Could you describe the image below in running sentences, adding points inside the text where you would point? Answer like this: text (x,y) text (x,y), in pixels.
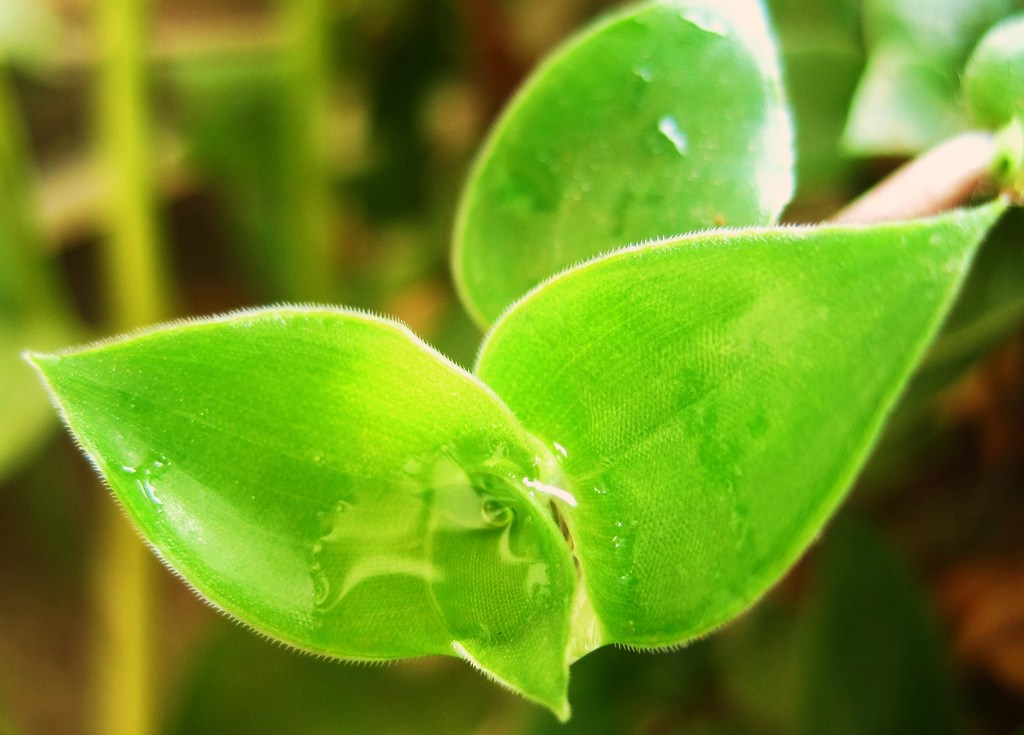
In this image there is a plant (384,366).
